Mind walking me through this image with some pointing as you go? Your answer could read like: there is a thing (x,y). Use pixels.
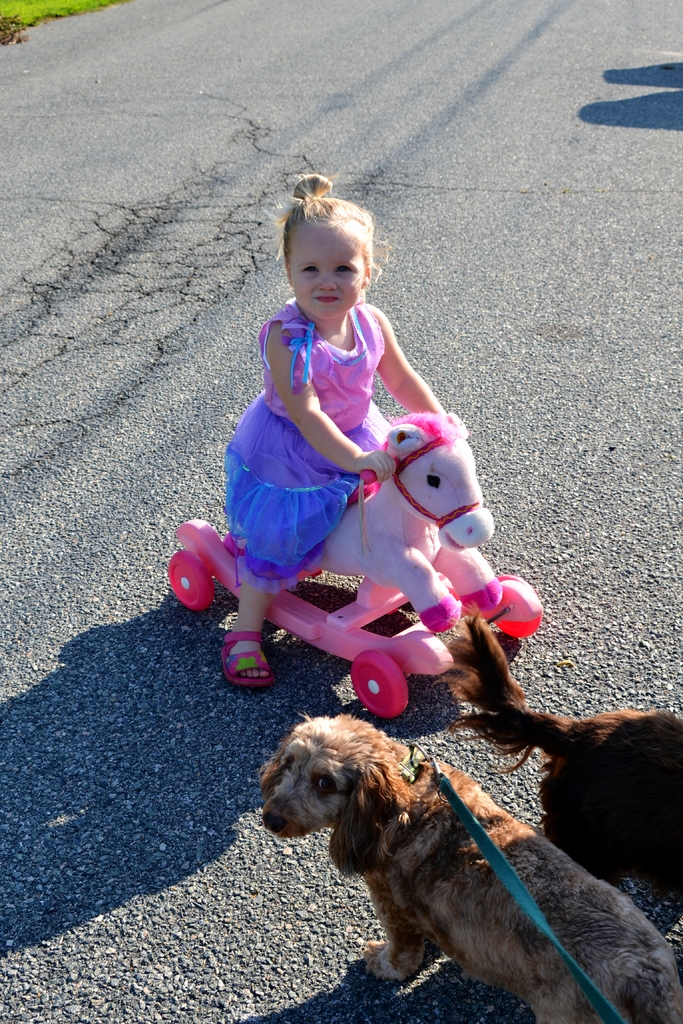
In this picture there is a girl (334,409) who is sitting on the horse toy (429,511). On the bottom right corner (569,1016) there are two dogs (606,823). Here we can see a belt (503,879) on his neck (416,798). Here we can see road (294,667). On the top left corner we can see grass (13,20).
